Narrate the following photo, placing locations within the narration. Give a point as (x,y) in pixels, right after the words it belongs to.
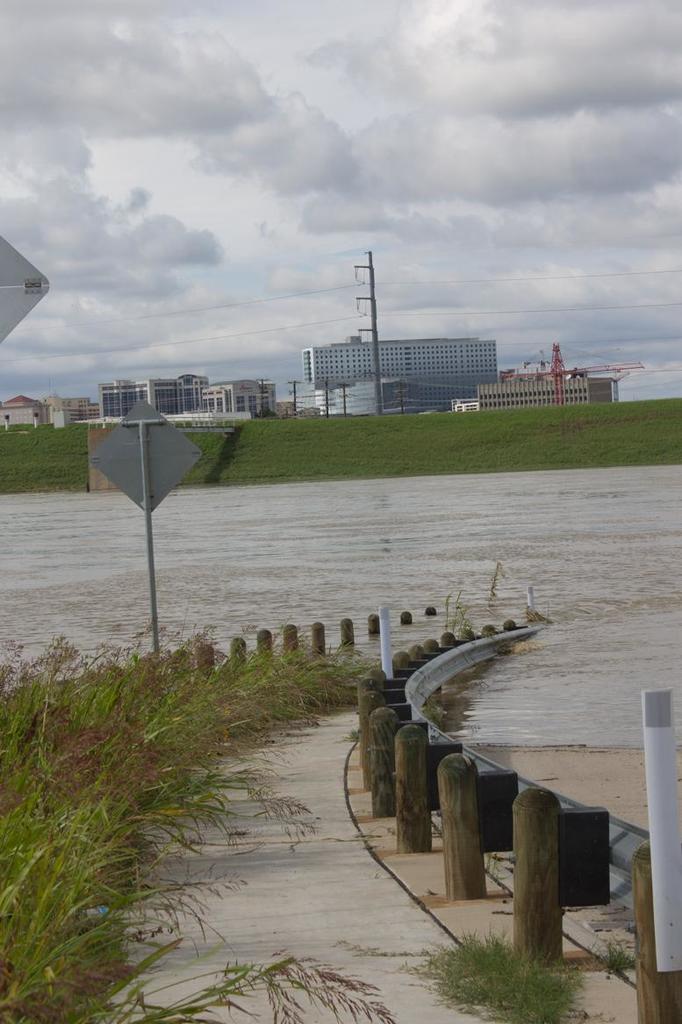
In this image we can see some buildings (355,374), there is an electrical pole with wires (388,282) connected to it, there are poles (348,620), grass (34,871), there is a path (301,923), also we can see the river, and the cloudy sky (365,139).
